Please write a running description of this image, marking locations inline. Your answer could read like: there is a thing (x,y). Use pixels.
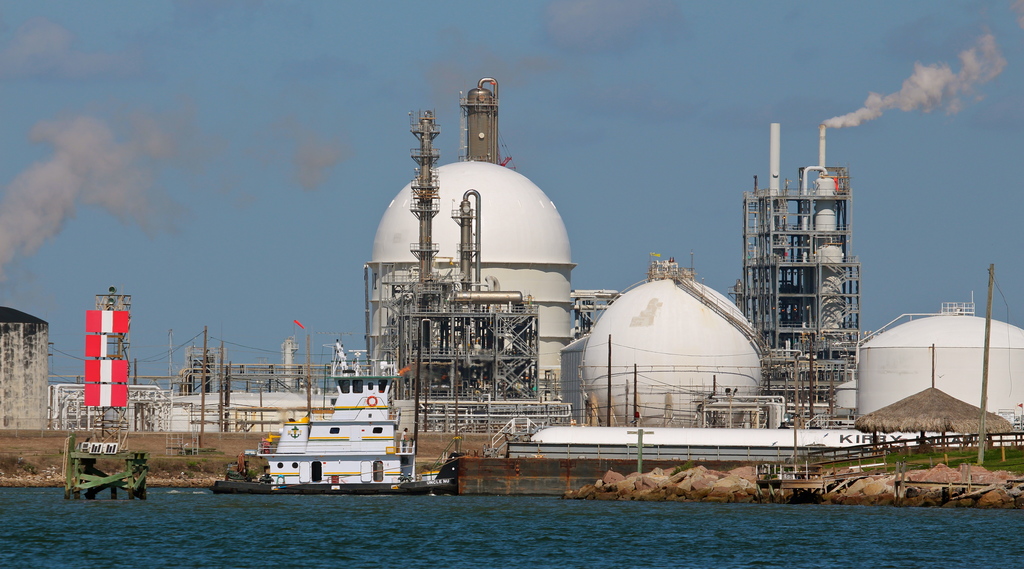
It looks like a factory (582,296), on the path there are poles (206,338) with cables (224,341) and a hut (910,407). Behind the factory (487,261) there is smoke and the sky (669,108). In front of the factory (400,328) there are objects (279,455) on the water (198,552).
